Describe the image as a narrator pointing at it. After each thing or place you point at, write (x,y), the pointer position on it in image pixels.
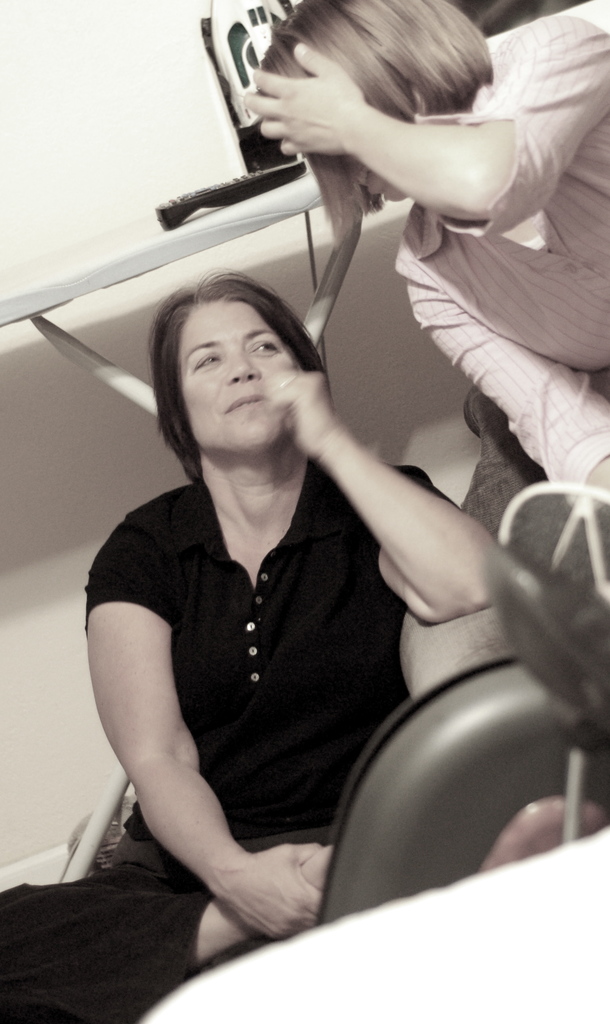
Here we can see two people (438,326). On this table (220,220) there is a remote (250,183).
